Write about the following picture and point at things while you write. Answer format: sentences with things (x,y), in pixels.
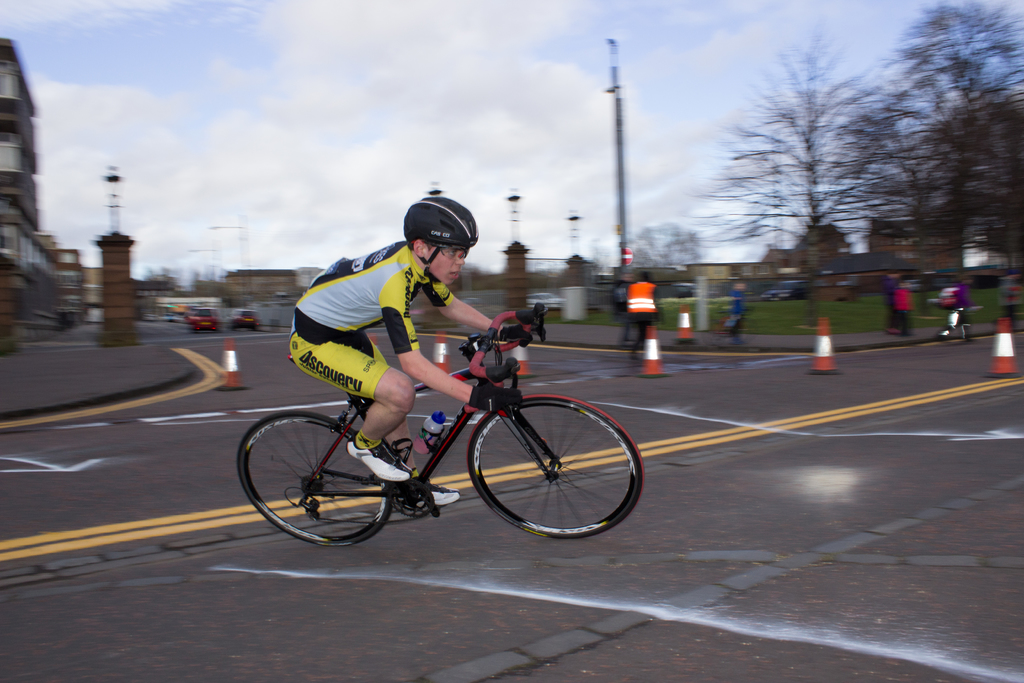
In this image, I can see the man (365,449) riding the bicycle (363,477). He wore a helmet (440,237). T-shirt (391,302), short (353,373) and shoes (386,478). This is a water bottle (437,438), which is attached to the bicycle (457,430). There are few people (643,302) walking. These are the trees (863,150). Here is a pole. I can see the buildings (842,263). These look like the vehicles (204,327) on the road (198,339).
